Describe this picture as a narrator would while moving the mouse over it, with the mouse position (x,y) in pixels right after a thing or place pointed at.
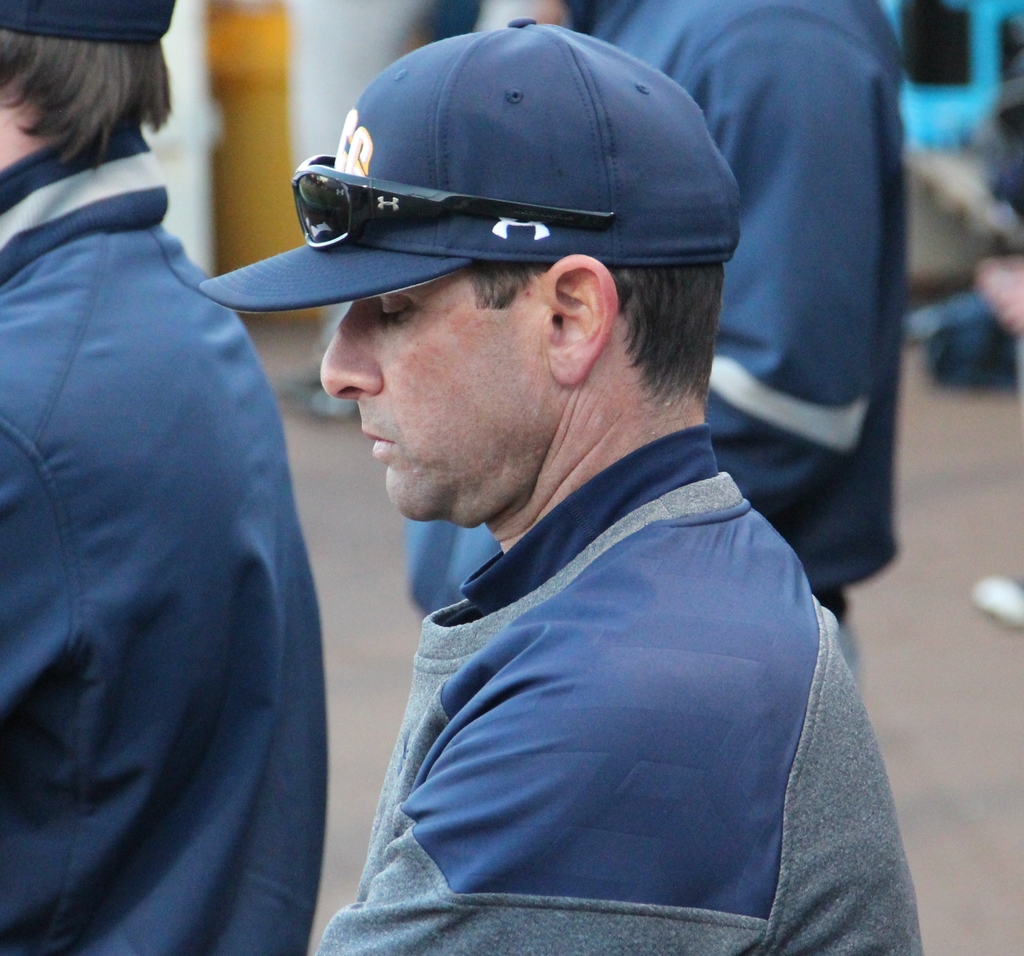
In this picture we can see three persons (814,236). In front (509,173) person (491,160) wore cap (416,144) and goggles (402,196) on cap (551,236) and left to him person (153,364) and right to him person (831,143) may be they are walking and in background (912,81) it is blurry.
